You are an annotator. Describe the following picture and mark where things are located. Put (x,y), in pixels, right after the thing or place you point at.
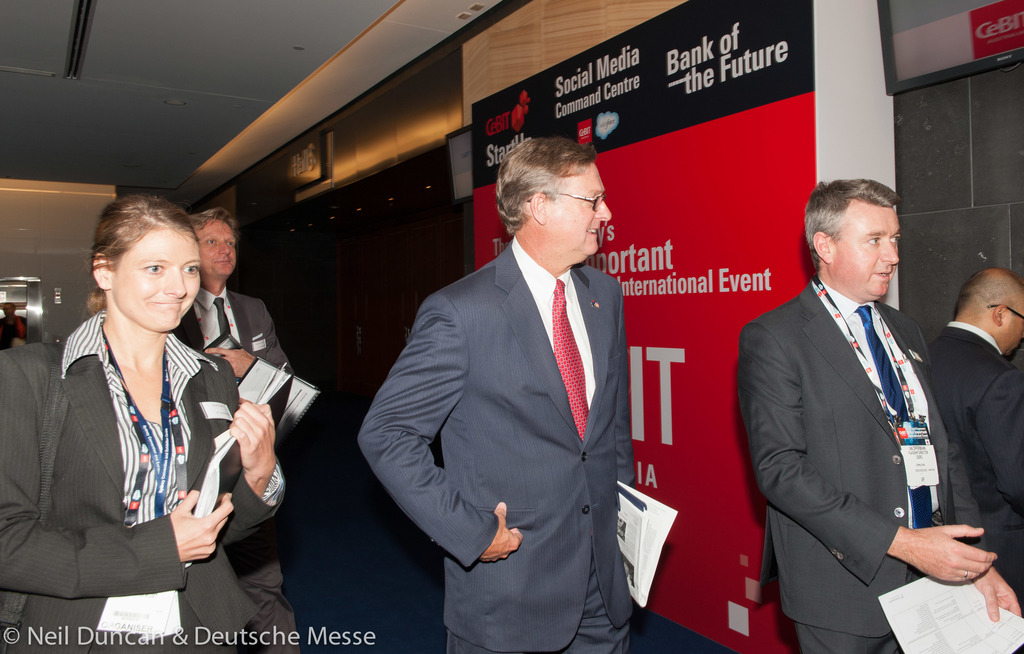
In the center of the image (558,244) there are people (98,491) walking wearing suits (551,356). To the right side of the image (840,177) there is a wall (767,185). There is a poster (645,150) on it. At the top of the image (223,151) there is ceiling (219,99). At the bottom of the image (176,632) there is some text (216,635) to the left side (15,637).
